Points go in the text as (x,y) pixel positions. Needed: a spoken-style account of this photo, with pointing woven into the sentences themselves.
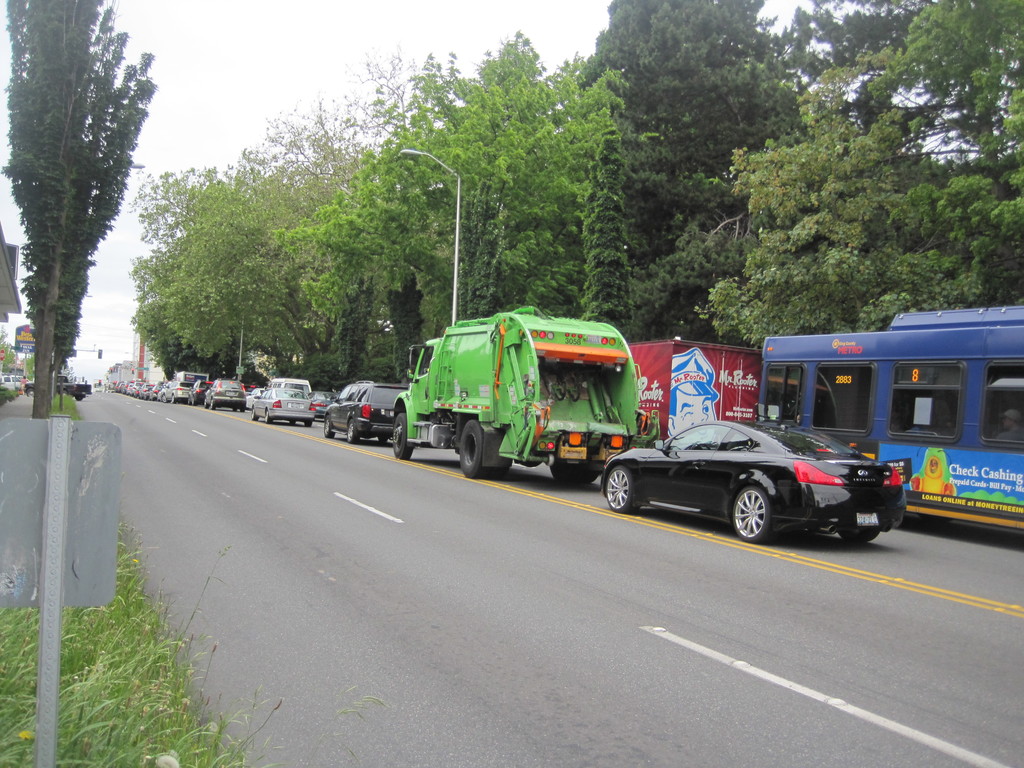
In this image I can see a road (456,599) and on it I can see white lines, yellow lines (507,485) and number of vehicles (458,344). I can also see number of trees (683,113), few poles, a street light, a board (33,347) and on it I can see something is written.
